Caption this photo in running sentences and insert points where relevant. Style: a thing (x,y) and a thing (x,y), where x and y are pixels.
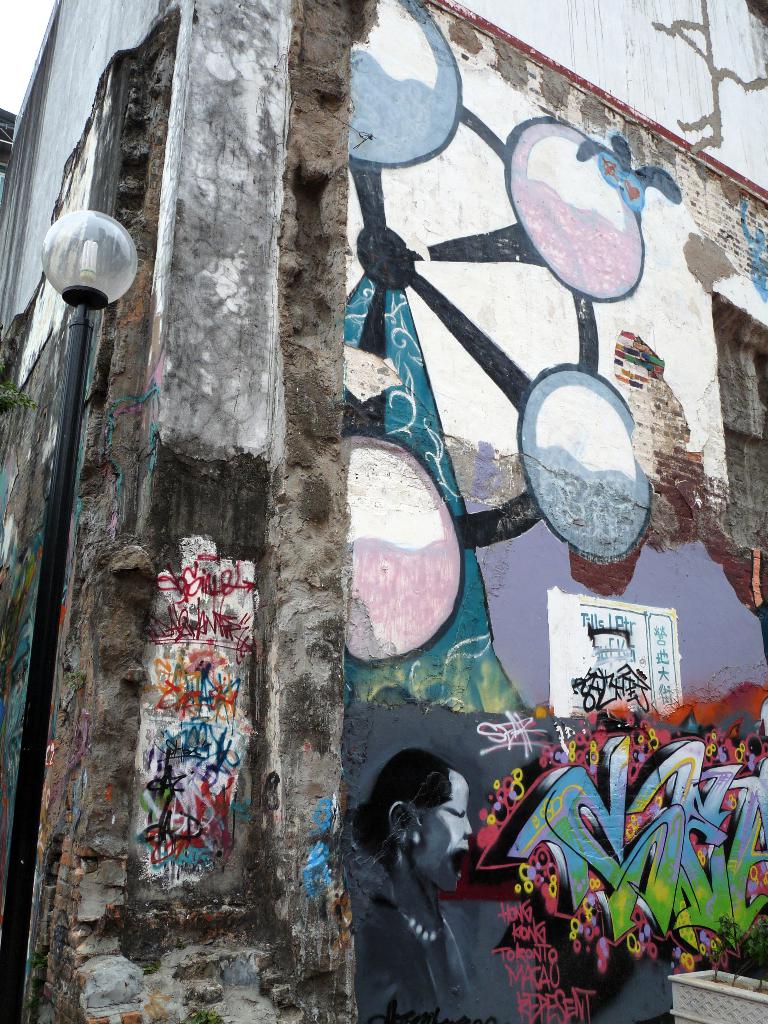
In this image I can see a building (361,820) in gray color and I can see few paintings (477,485) in multi color and I can see a pole (65,392).
